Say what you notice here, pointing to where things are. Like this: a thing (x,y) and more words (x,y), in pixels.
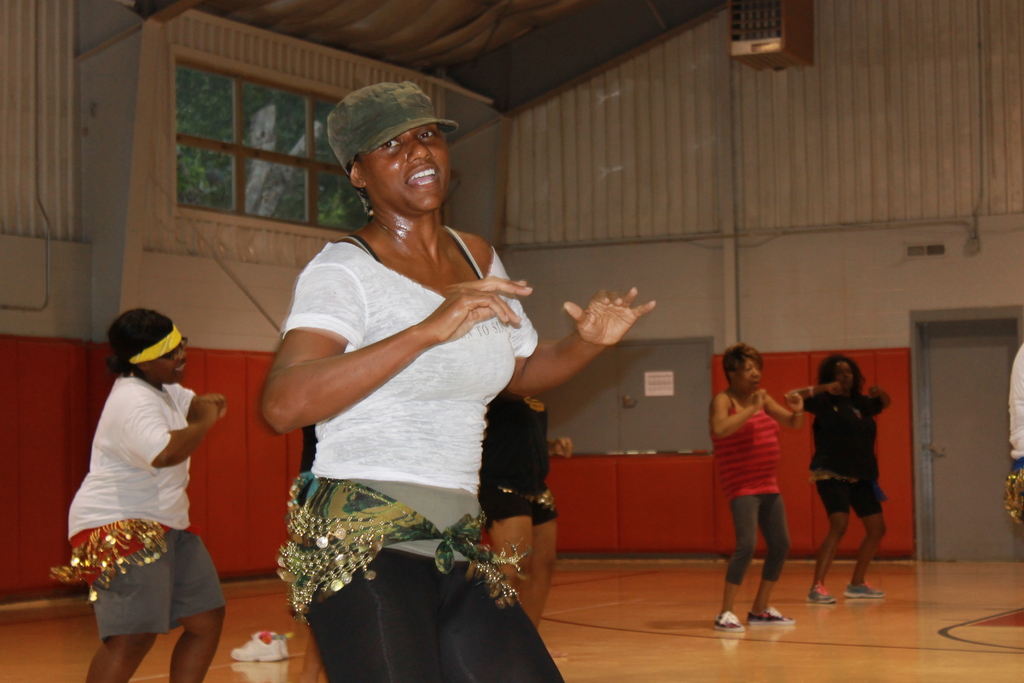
In this picture I can observe some women (498,475) dancing on the floor (622,589). Two of them are wearing white color T shirts (333,443) and one of them is wearing a cap (375,130) on her head (375,130). In the background (239,127) I can observe windows (208,160).
